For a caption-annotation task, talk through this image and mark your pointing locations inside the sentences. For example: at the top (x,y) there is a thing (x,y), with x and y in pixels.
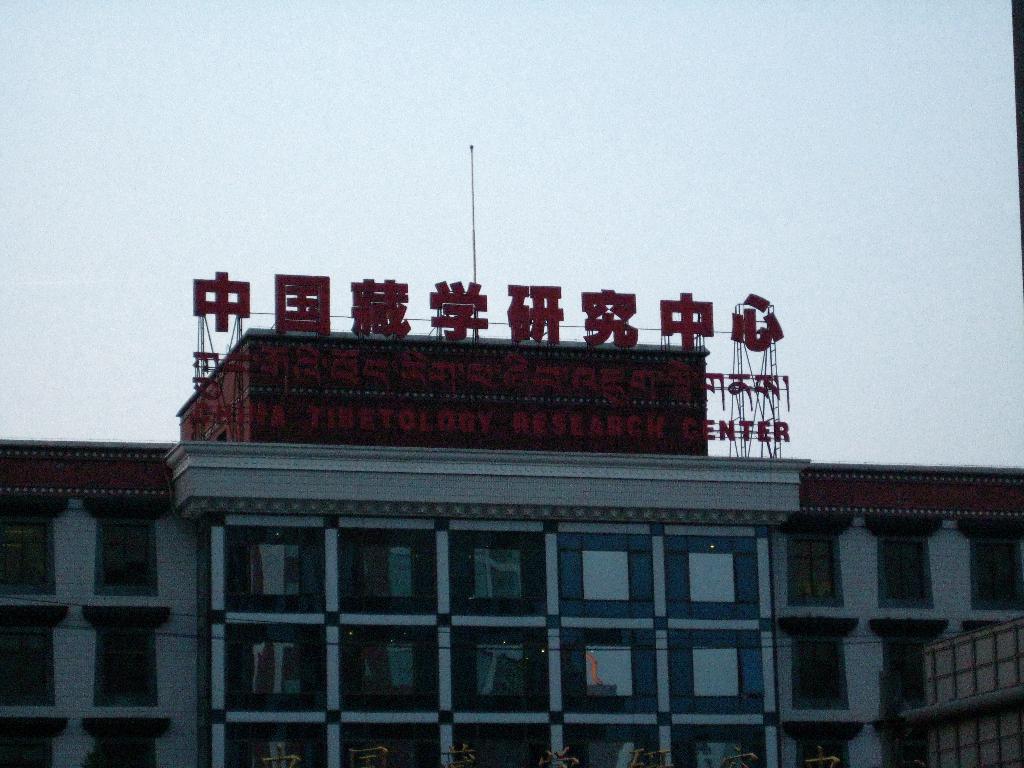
This picture consists of building (622,418) at the bottom (378,552), at the top (479,198) I can see the sky (593,163).
